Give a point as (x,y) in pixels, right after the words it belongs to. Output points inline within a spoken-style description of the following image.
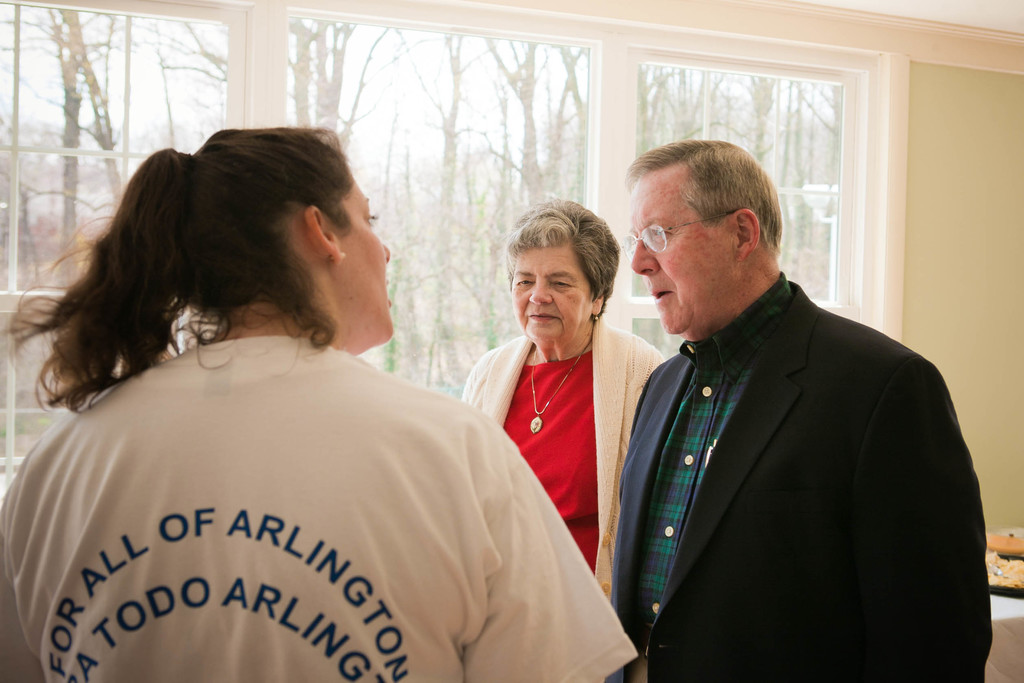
In the left side (319,164) a woman (343,164) is talking with the man (835,481), she wore a white color t-shirt (366,438). In the right side (909,628) a man (684,369) is there he wore a black color coat (783,472), beside him there is an old woman (618,393). This is a glass window (540,116) outside this window (540,116) there are trees (569,125).
